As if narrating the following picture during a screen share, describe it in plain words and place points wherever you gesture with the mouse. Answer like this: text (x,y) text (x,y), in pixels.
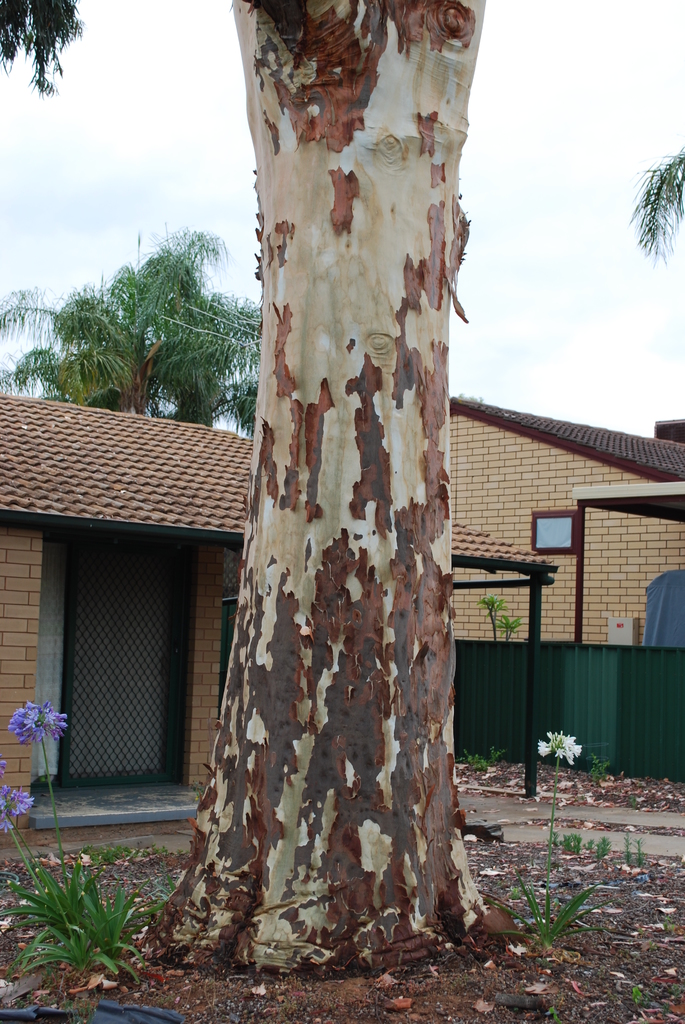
In this image we can see sky (175,229), trees (261,378), buildings (178,559), poles (453,580), shredded leaves (566,864) and ground (142,930).
